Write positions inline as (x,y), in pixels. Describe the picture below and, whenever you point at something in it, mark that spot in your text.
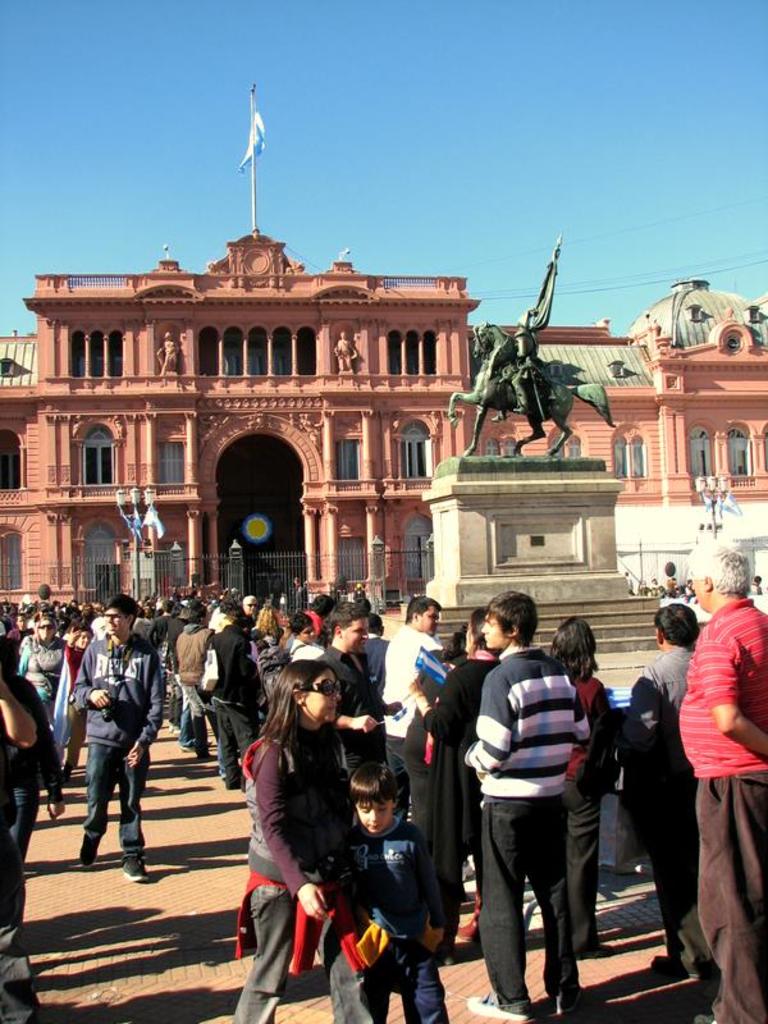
In this image we can see a few people (454,708), there is a statue (457,393), there are houses (359,562), flags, fencing (276,591), also we can see the sky (543,119).
